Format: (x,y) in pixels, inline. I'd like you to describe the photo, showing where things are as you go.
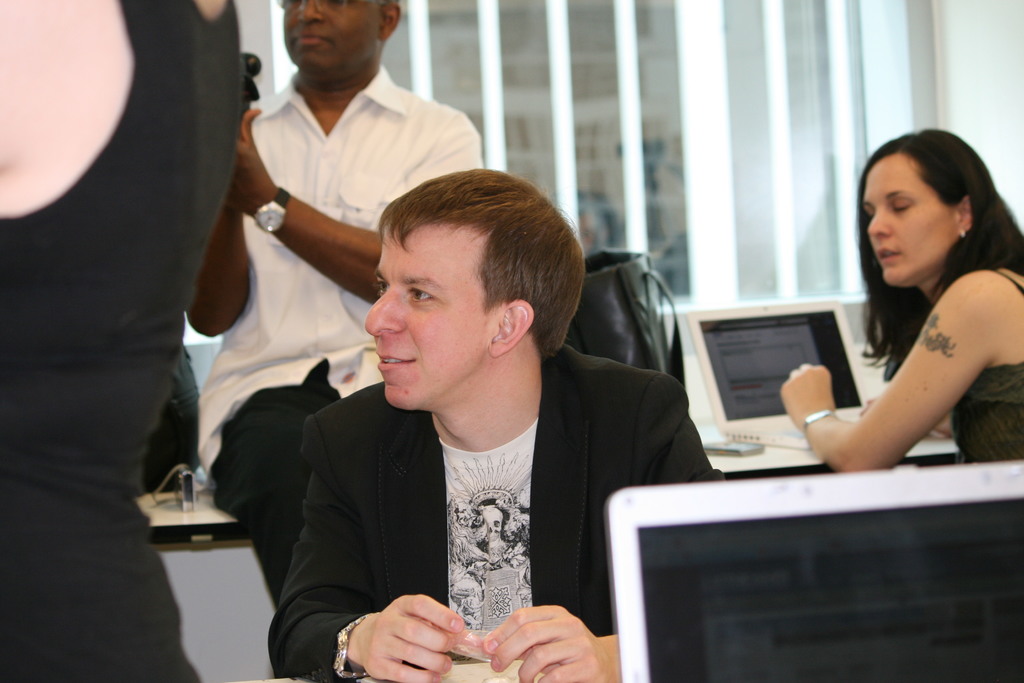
In this image I can see few persons (520,368) are sitting in front of the desks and on the desks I can see laptops (719,391), a bag (638,333) and few other objects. I can see a person (256,264) sitting and holding an object (245,58). In the background (570,95) I can see the wall (1005,88) and the glass surface (602,93).
